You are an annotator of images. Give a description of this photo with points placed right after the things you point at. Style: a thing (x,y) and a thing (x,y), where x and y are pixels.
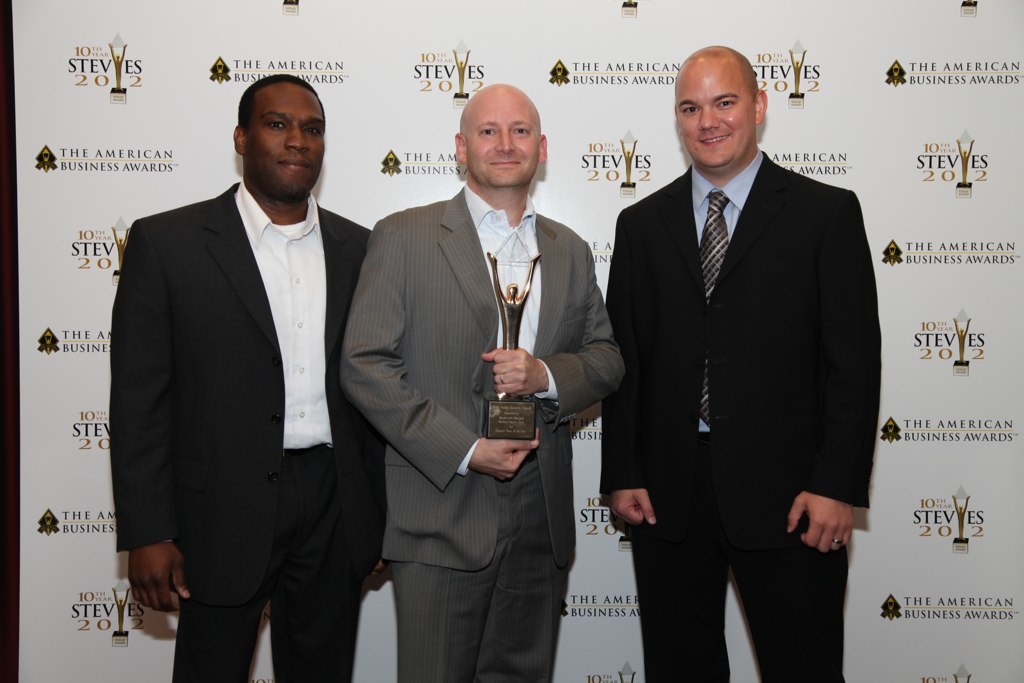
In the foreground of this image (673,544), there are three men (538,538) standing and a man (539,338) is holding an award (515,413). Behind them, there is a banner wall (654,51).
